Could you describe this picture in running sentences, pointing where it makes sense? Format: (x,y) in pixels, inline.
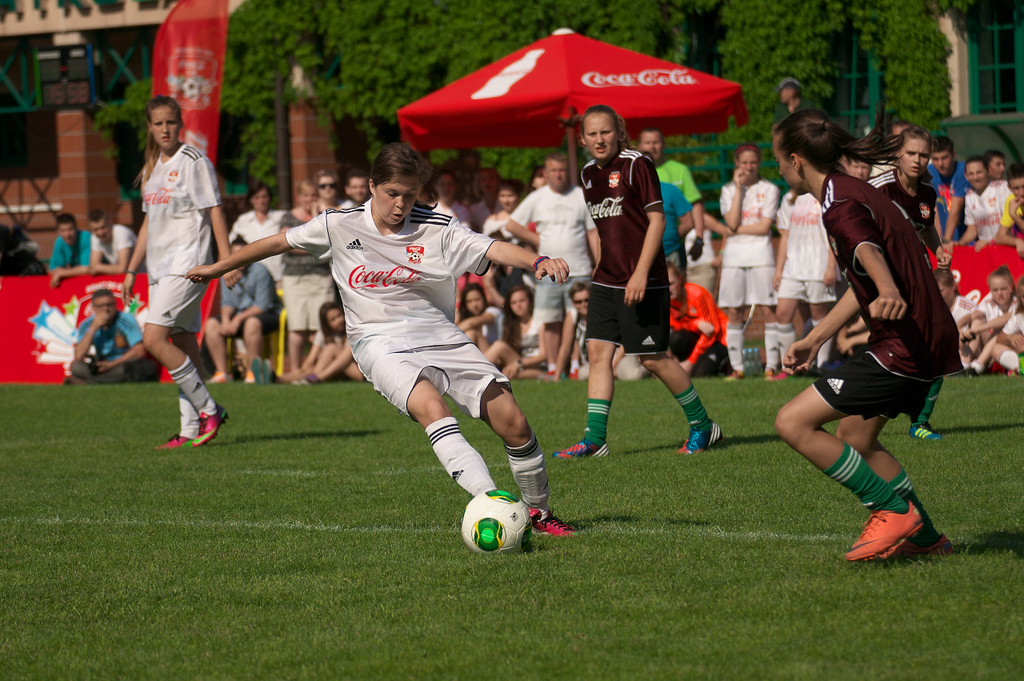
There are five girls (433,250) playing. This is a grass lawn (623,607). There is a ball (498,525) in the grass lawn (472,549). There are many people (555,241) watching this in the background (727,217). There is a building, trees (500,45) and umbrella (544,44) and banner (45,307) is in the background (34,349).
